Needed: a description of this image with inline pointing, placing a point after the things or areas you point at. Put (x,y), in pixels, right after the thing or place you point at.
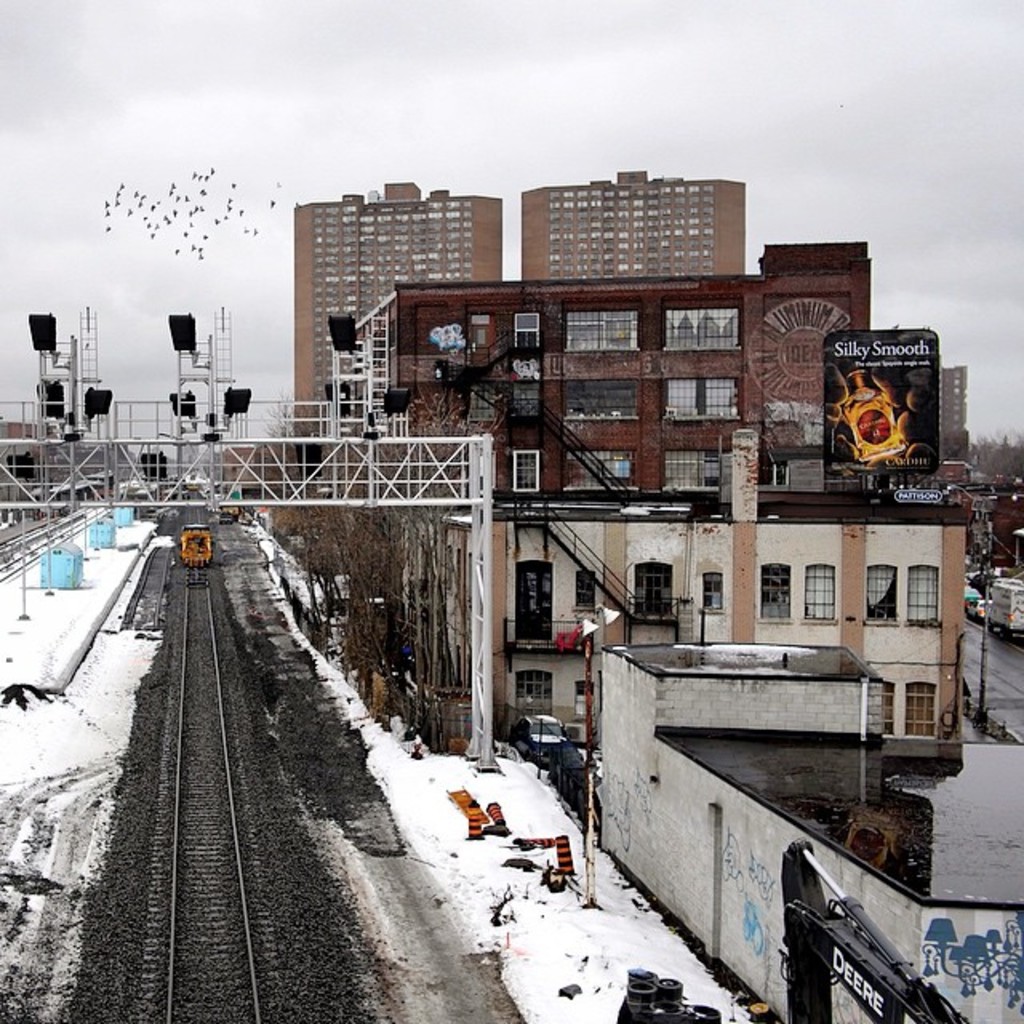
In the left side (106,592) it is a railway track (167,693), there is snow (65,655). In the right side (756,613) there are big buildings (613,404). At the top (336,114) it's a cloudy sky (332,109).
